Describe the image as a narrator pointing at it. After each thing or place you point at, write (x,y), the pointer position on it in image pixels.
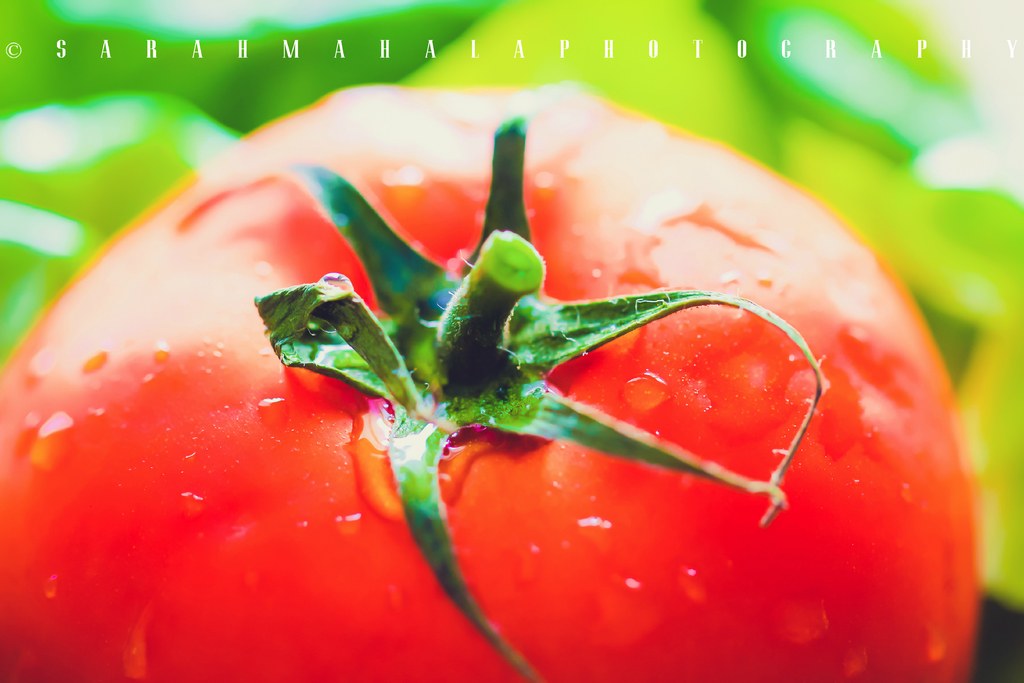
In the foreground (390,377), I can see a tomato (537,458). In the background (695,84), I can see a text (710,42) and a colored background (666,102).
